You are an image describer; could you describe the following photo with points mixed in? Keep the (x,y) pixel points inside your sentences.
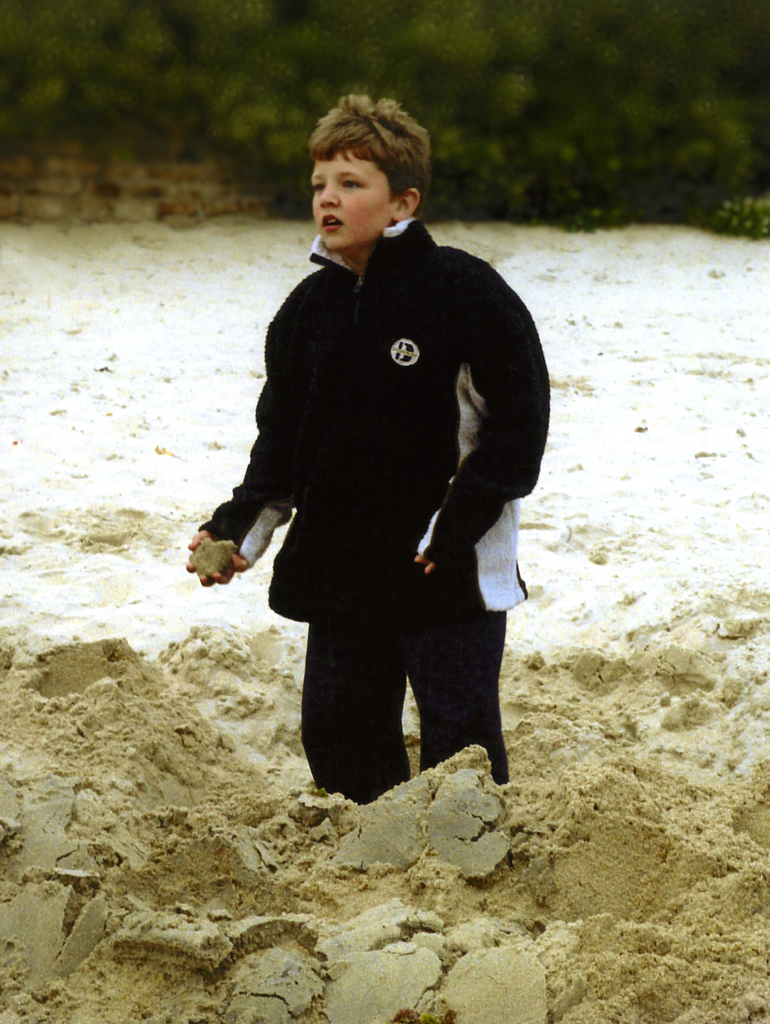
In the image we can see a boy (388,489) standing, wearing clothes (433,593) and holding mud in hand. Here we can see mud (108,597) and the background (363,22) is blurred.
